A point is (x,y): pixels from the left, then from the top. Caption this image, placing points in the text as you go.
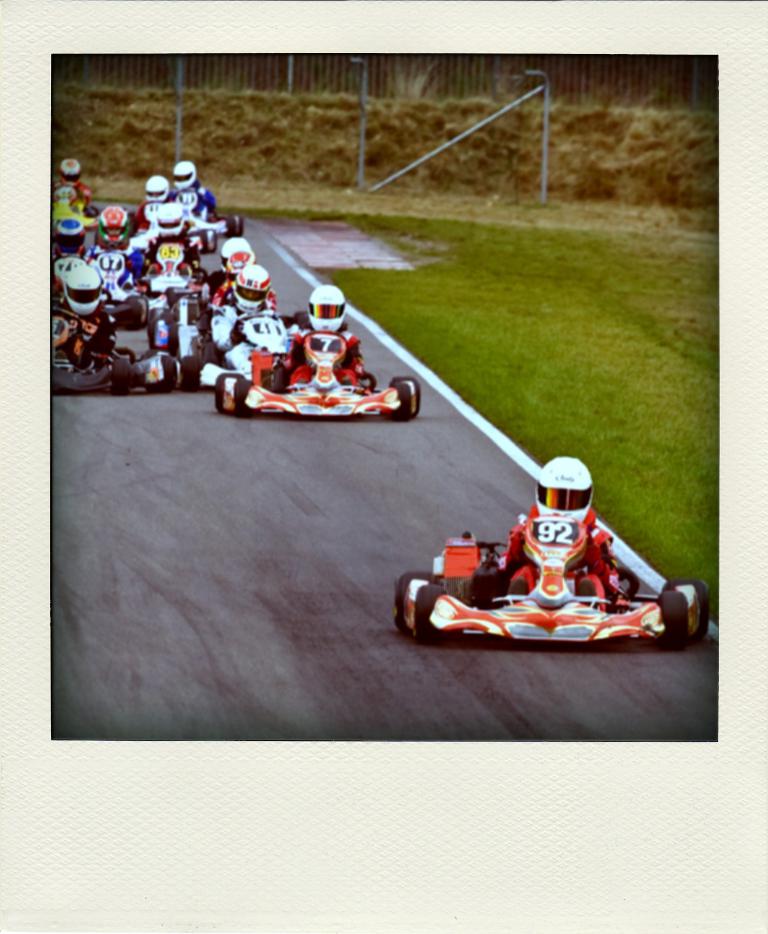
In this image, there are racing cars (255,382) on the road (204,253). There is a fencing (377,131) at the top of the image (385,95).
